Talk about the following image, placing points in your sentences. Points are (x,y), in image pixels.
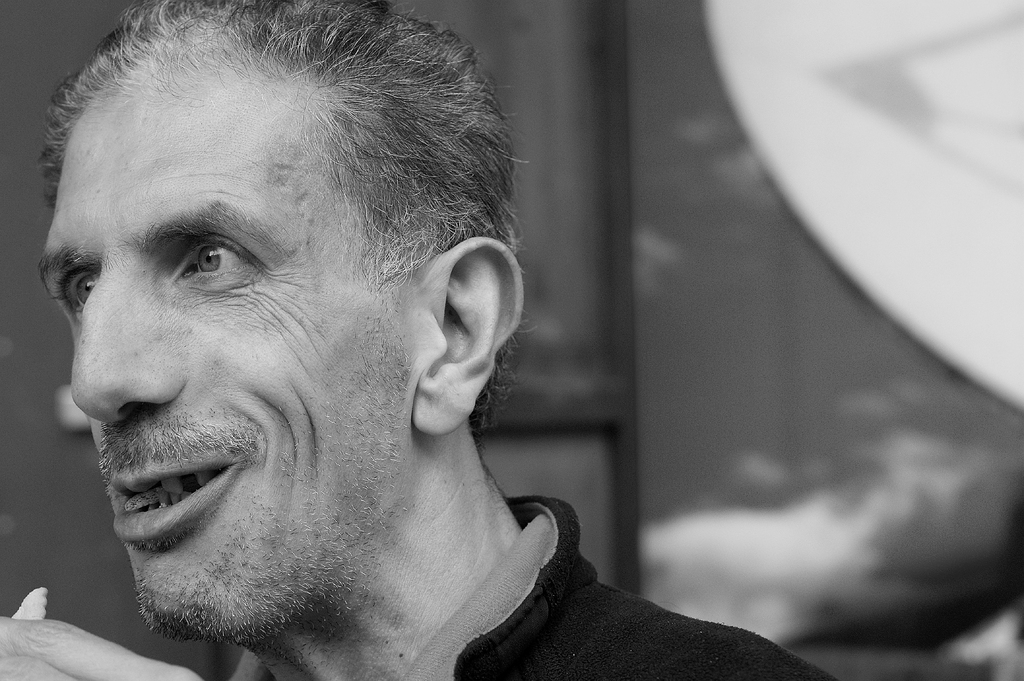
It looks like a black and white picture. We can see a man (138,247) and behind the man (277,338) there is a blurred background (963,491).
